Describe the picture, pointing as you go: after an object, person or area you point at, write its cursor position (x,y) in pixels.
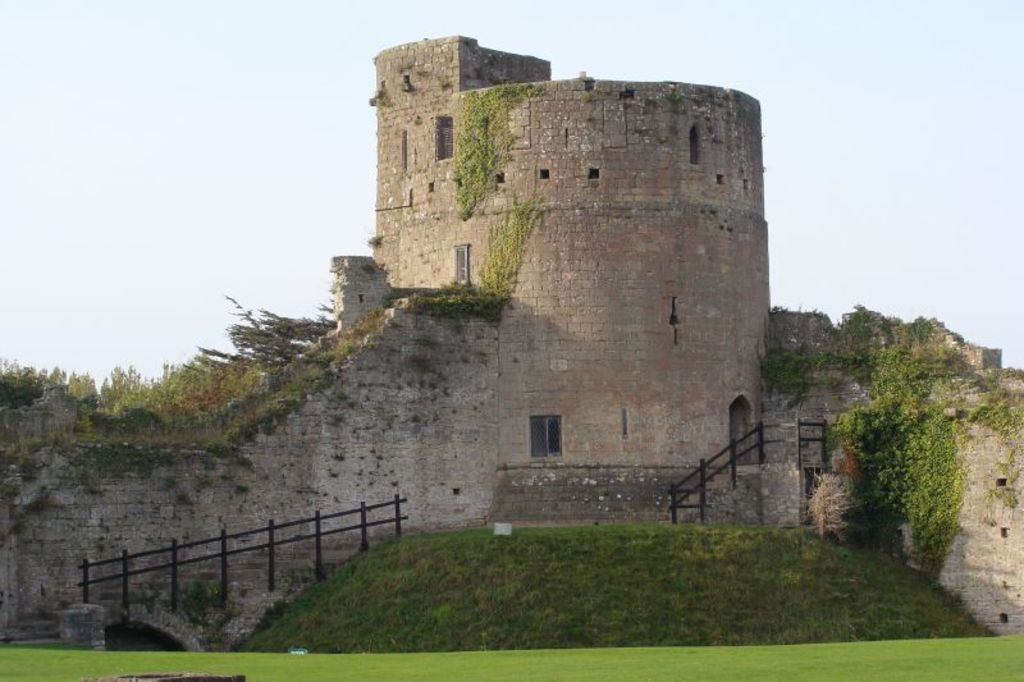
In this image I can see the ground (533,673), some grass (596,669) on the ground (374,618), the railing (214,558) and a fort (524,364). I can see few plants (883,436) on the fort (357,393) and in the background (128,234) I can see the sky (261,140).
